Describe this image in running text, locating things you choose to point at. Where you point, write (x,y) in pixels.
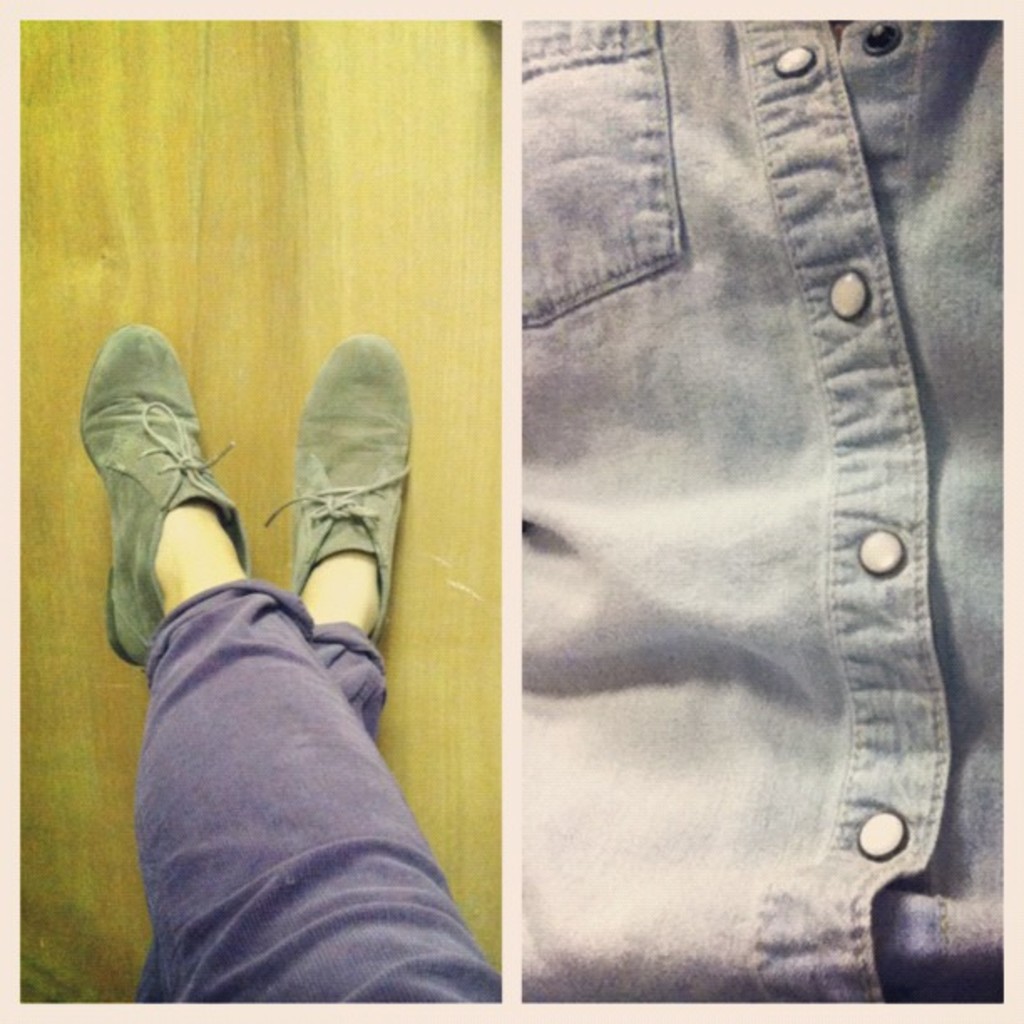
This is collage picture, left side (340,715) picture we can see person legs (363,689) with shoes (375,625) on surface (256,472), right side of the picture (859,591) we can see shirt (845,590).
